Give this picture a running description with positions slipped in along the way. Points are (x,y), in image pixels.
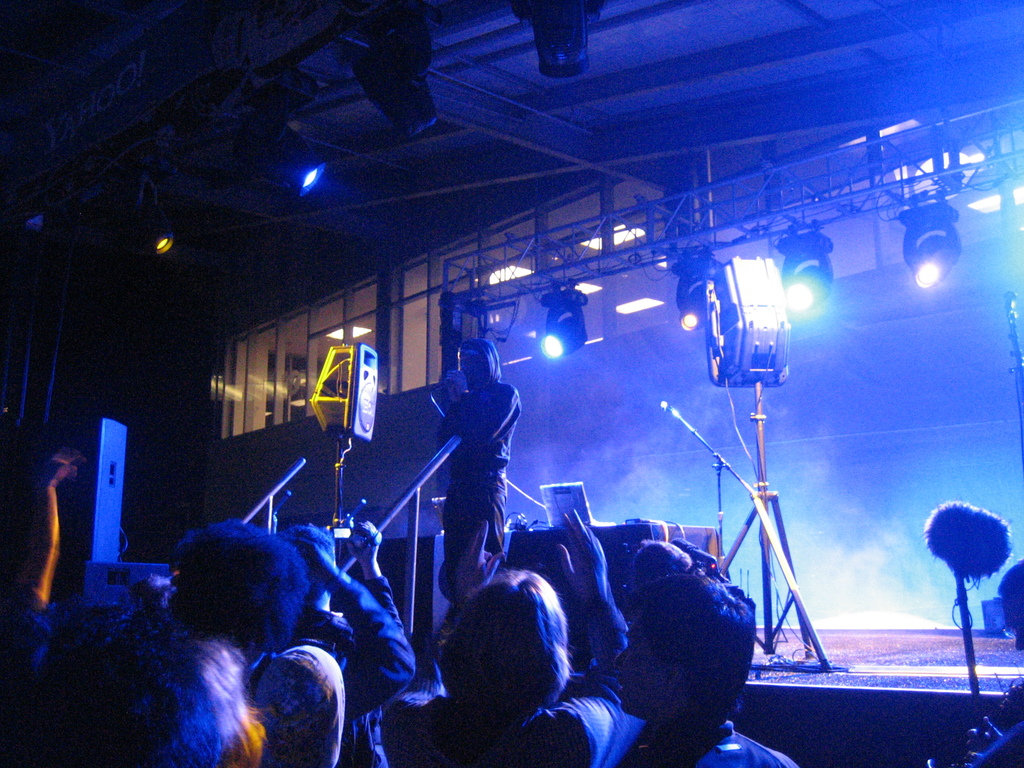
In this image, there are a few people (741,751). Among them, we can see a person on the stage (965,687). We can see some poles (781,544) and microphones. We can also see some lights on the roof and on a metal pole (456,322). We can see some windows (895,242) and the roof (423,20). We can also see a table (521,559) covered with a cloth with some objects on it.
